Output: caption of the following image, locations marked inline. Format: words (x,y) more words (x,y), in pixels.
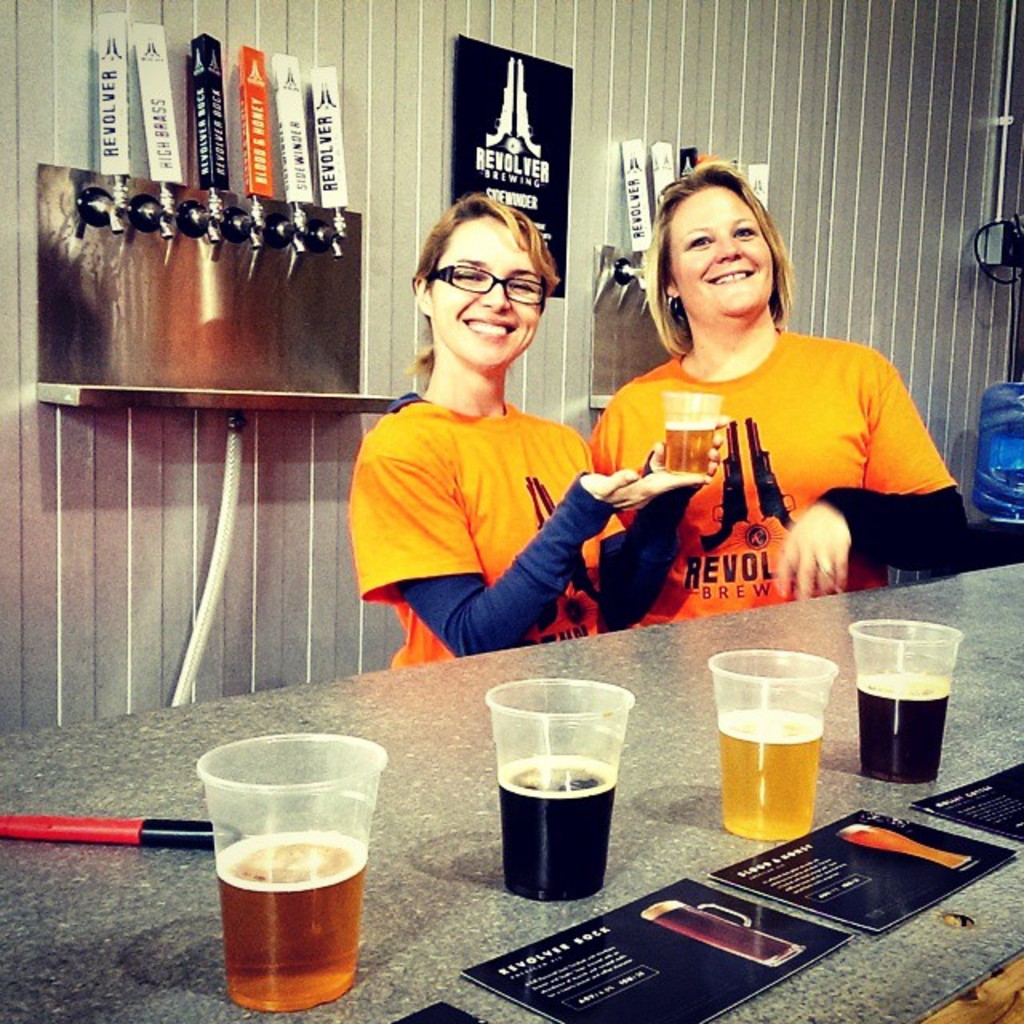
In this picture we can see there are two people (552,492) standing and smiling. A woman (571,439) is holding a glass (684,416) and in front of the people (549,430) it looks like a table (1001,611) and on the table (480,817) there are glasses (233,855), pamphlets (684,978) and a pen (113,829). Behind the people (450,548) there is a wall (168,538) with taps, boards (547,113), pipe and some objects (187,342).
